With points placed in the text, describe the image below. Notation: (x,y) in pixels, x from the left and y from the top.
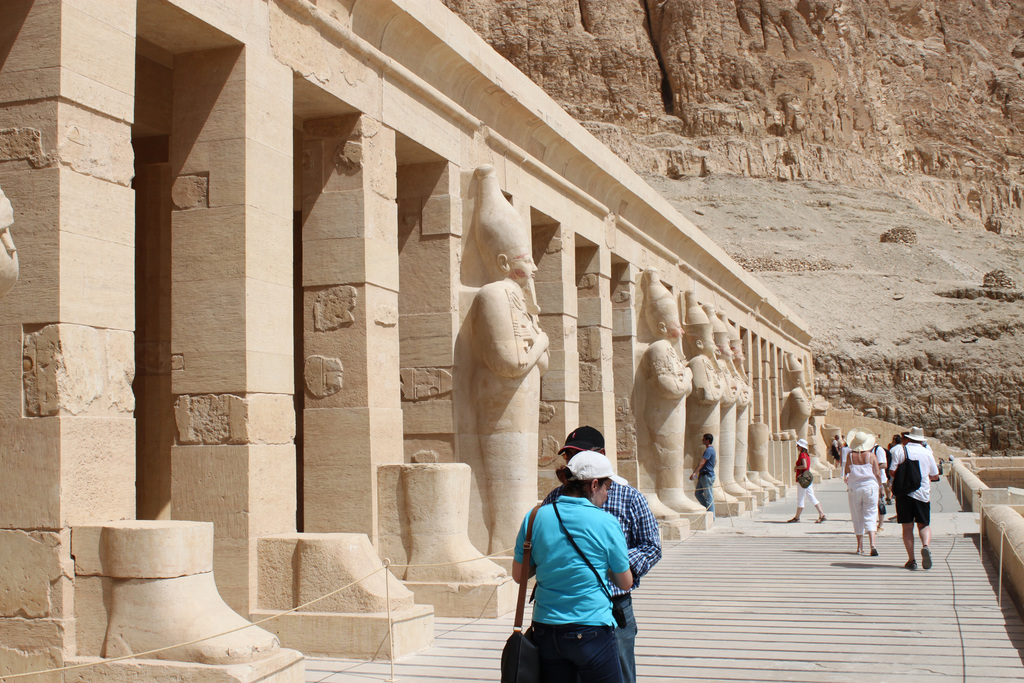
This image consists of many people (922,462). It looks like a historic place (440,437). In the front (648,287), we can see many pillars (197,270) and sculptures (745,376). On the right (831,174), there is a mountain (881,224).
